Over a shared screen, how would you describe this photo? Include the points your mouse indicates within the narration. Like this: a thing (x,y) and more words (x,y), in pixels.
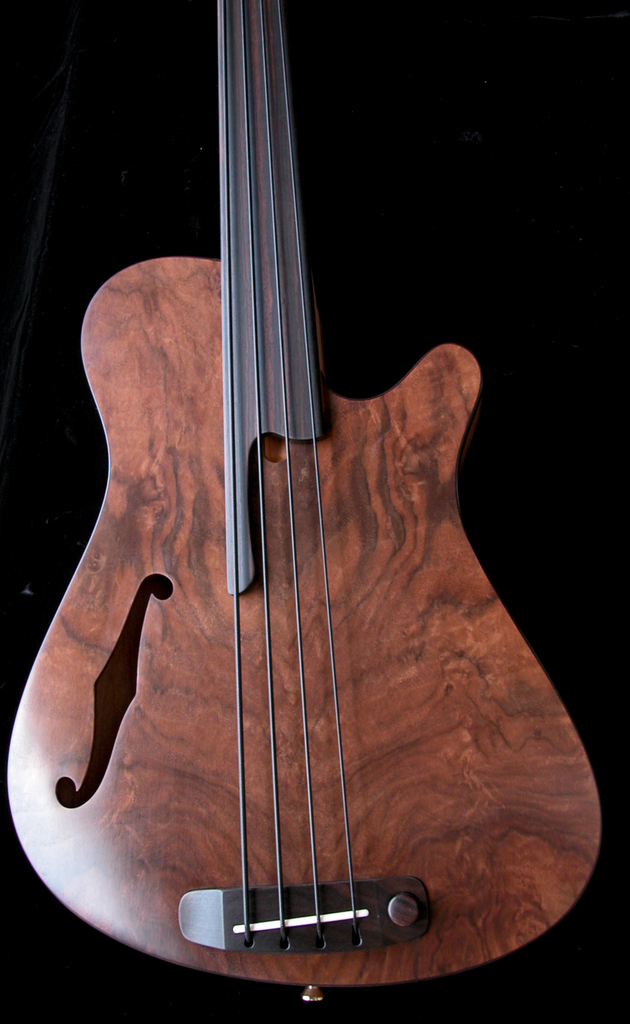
This is the picture of a wooden guitar (230,610). Background of the guitar (149,621) is in black color.
